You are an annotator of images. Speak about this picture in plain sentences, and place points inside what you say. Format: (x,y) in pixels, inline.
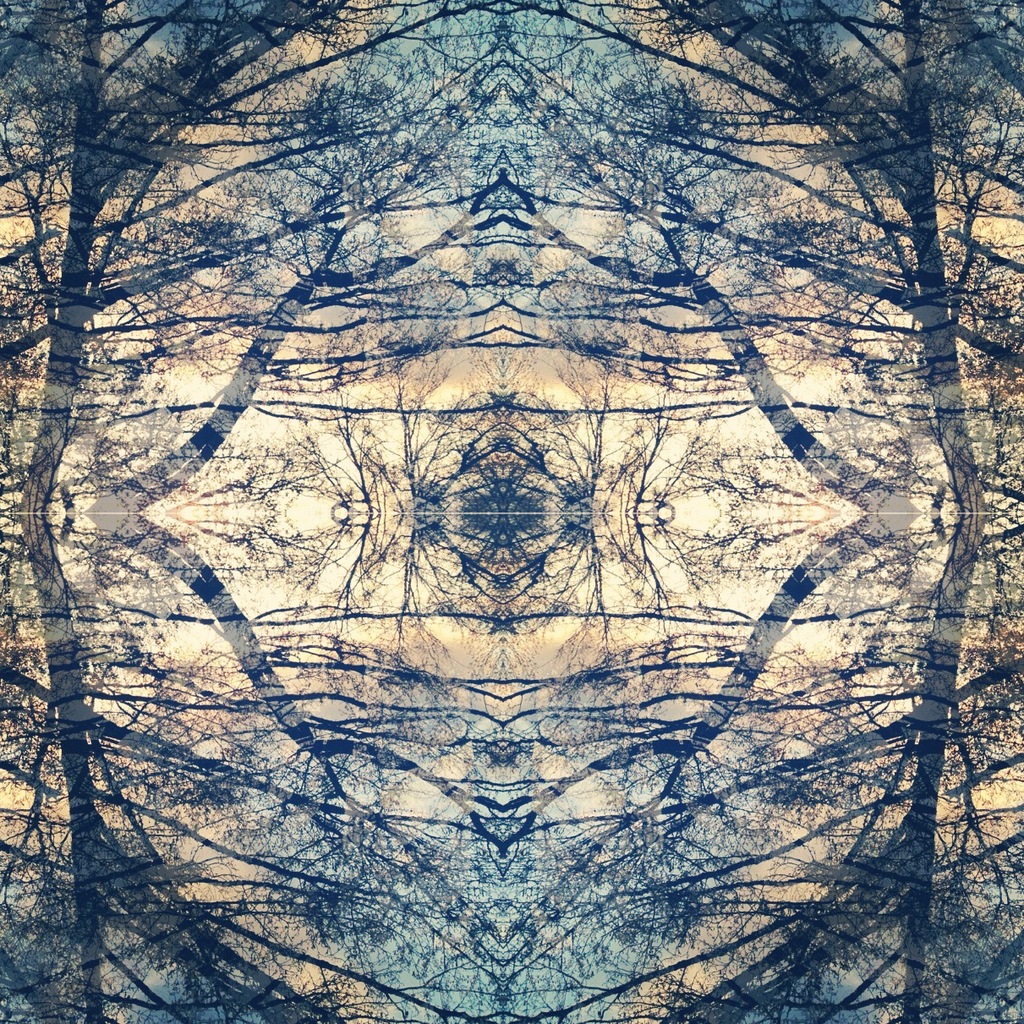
In this picture we can observe an art. On either sides we can observe a mirror image. We can observe blue and cream colors in this picture. This is an art of a tree (153,143).
